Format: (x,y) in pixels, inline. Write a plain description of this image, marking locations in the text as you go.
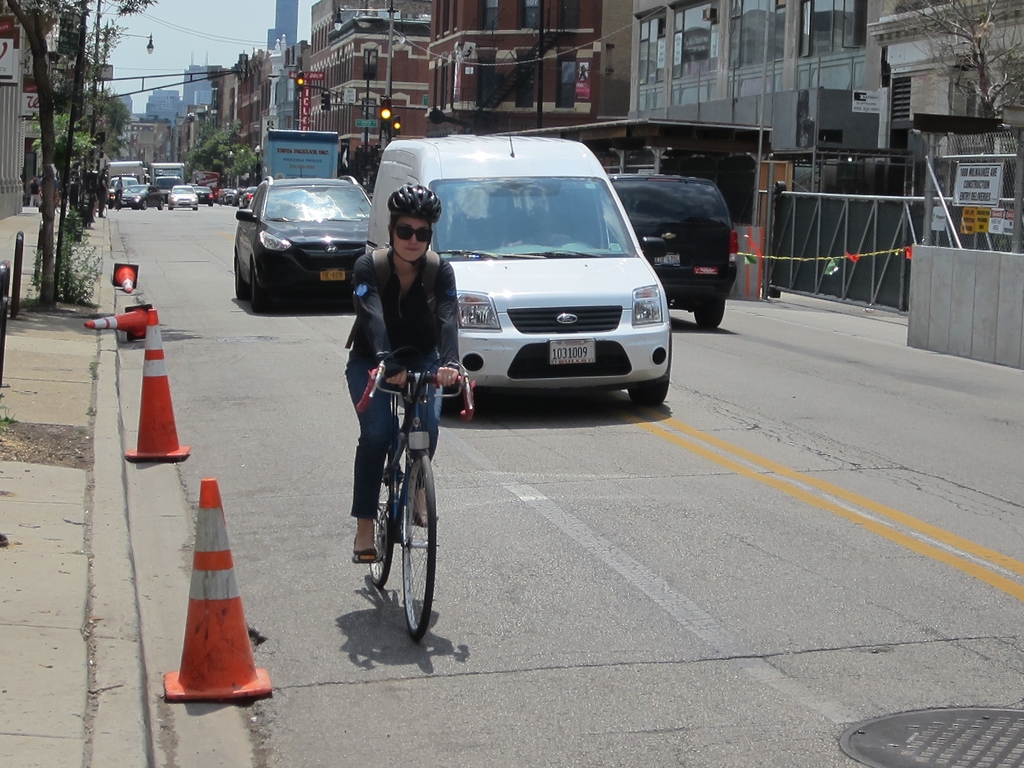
In the picture we can see a woman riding a bicycle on the road (566,490) wearing a helmet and a bag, in the background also we can see some cars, and we can also see buildings (624,32) with glasses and windows (643,32) and to the path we can see some poles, street lights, trees (51,111) and we can also see a sky (159,27).
